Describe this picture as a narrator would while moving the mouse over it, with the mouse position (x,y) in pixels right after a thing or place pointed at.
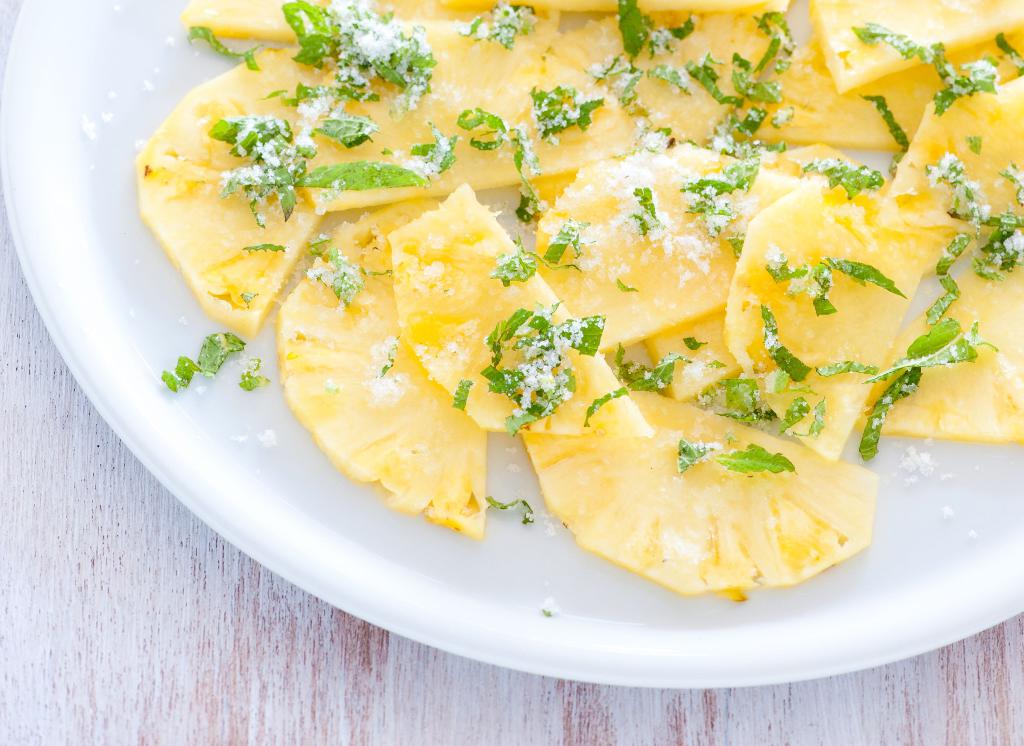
In this image we can see a plate (104,258) with some food item (310,239) on the table (247,613).
